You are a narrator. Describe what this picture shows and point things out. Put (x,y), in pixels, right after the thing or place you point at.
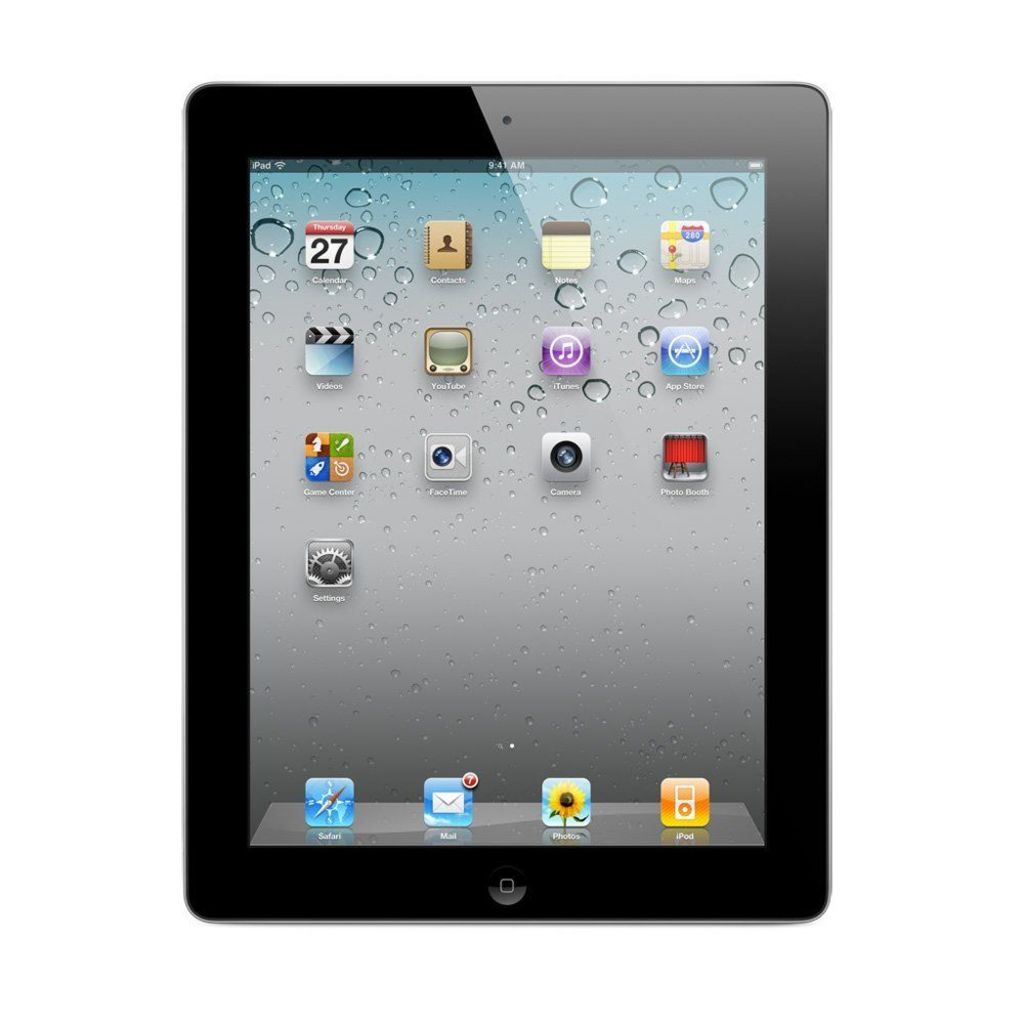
In this image we can see an iPad (699,845) with a display screen (444,834).
